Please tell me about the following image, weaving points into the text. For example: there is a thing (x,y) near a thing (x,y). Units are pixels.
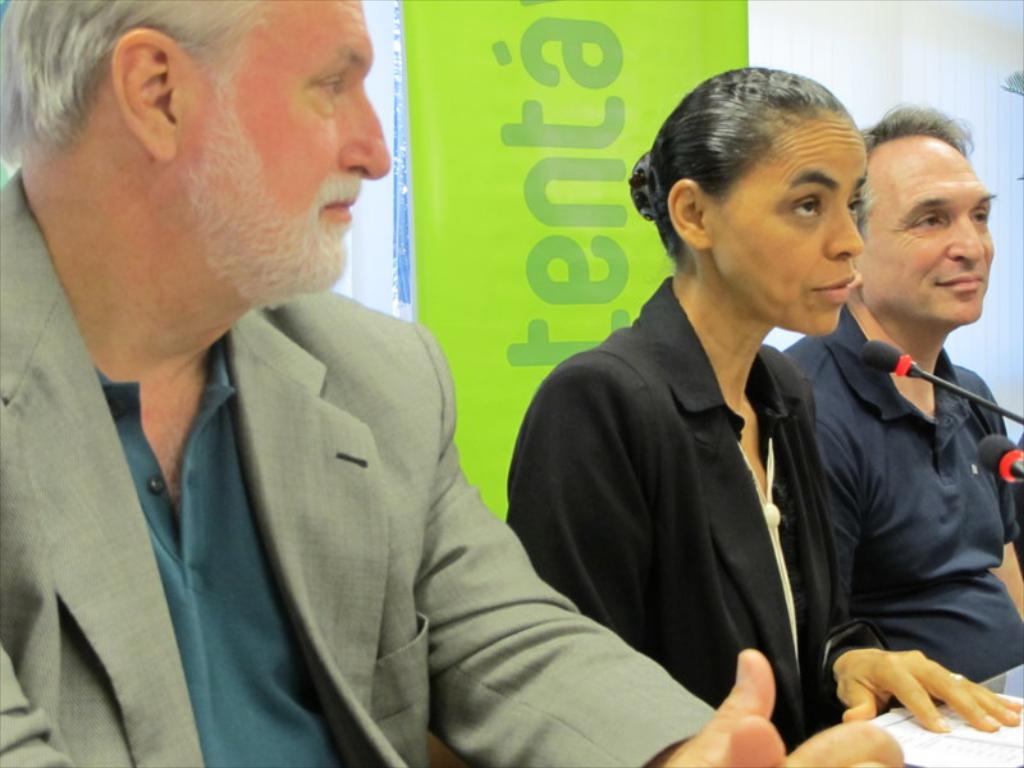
In this image there are three persons (637,399) sitting. There are papers (899,719) and microphones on the table (1018,747). At the back (567,199) there is a hoarding (547,231) and there is a text (570,344) on the hoarding (459,209).
